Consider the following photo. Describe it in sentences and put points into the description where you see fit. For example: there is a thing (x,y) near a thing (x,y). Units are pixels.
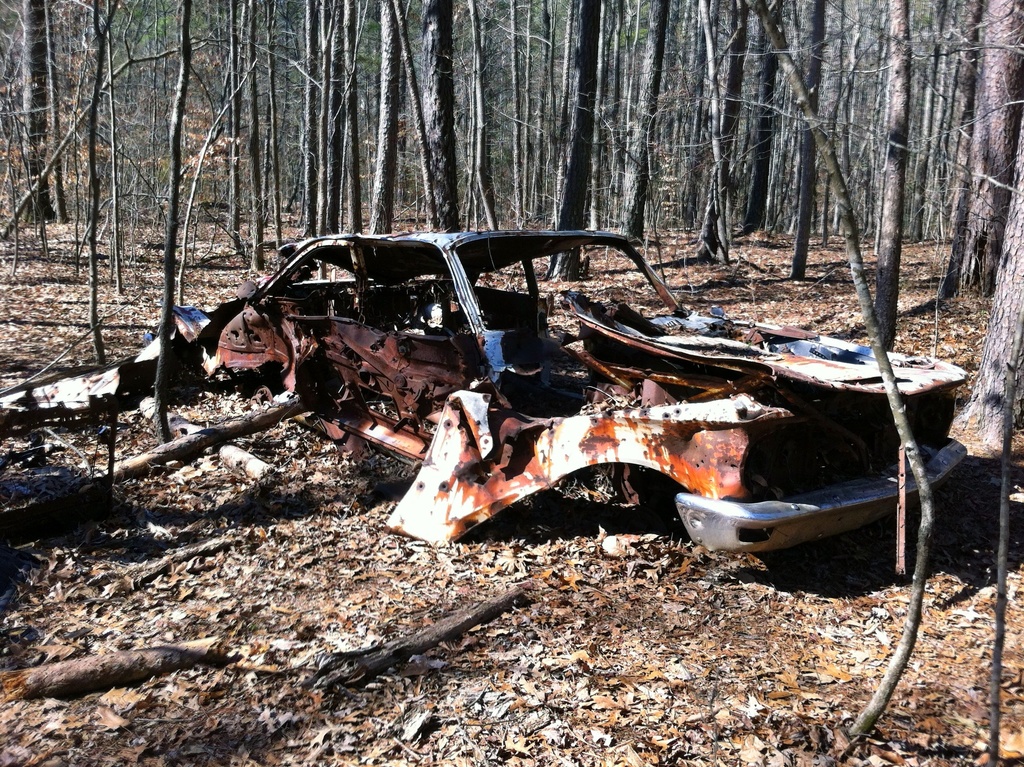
This image is taken outdoors. At the bottom of the image (339,656) there is a ground (249,697) with dry leaves (395,693) and barks (36,517) on it. In the background (934,211) there are many trees (298,186). In the middle of the image (415,504) there is a car crash (523,481) on the ground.
